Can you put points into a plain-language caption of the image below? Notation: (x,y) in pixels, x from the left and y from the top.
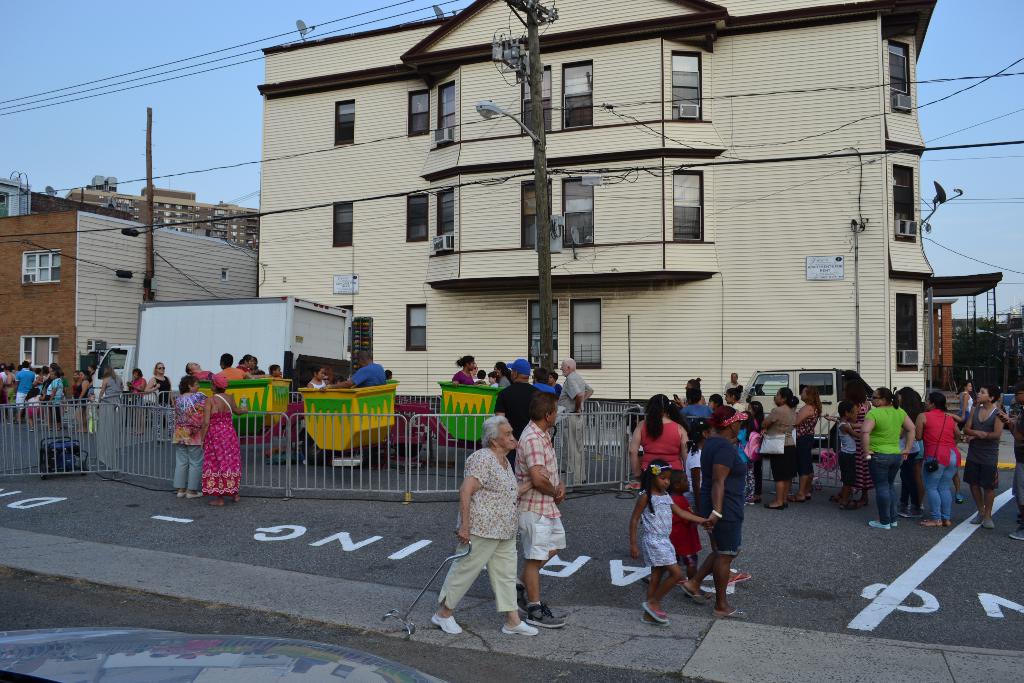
In this image, we can see persons (652,463) wearing clothes (546,466). There is a street pole (540,298) and vehicle (283,339) in front of the building (493,262). There is a barricade (607,445) and fun ride (364,396) in the middle of the image (446,397). There is an another building (90,299) on the left side of the image (106,308). There is a sky (254,82) at the top of the image (213,24).
